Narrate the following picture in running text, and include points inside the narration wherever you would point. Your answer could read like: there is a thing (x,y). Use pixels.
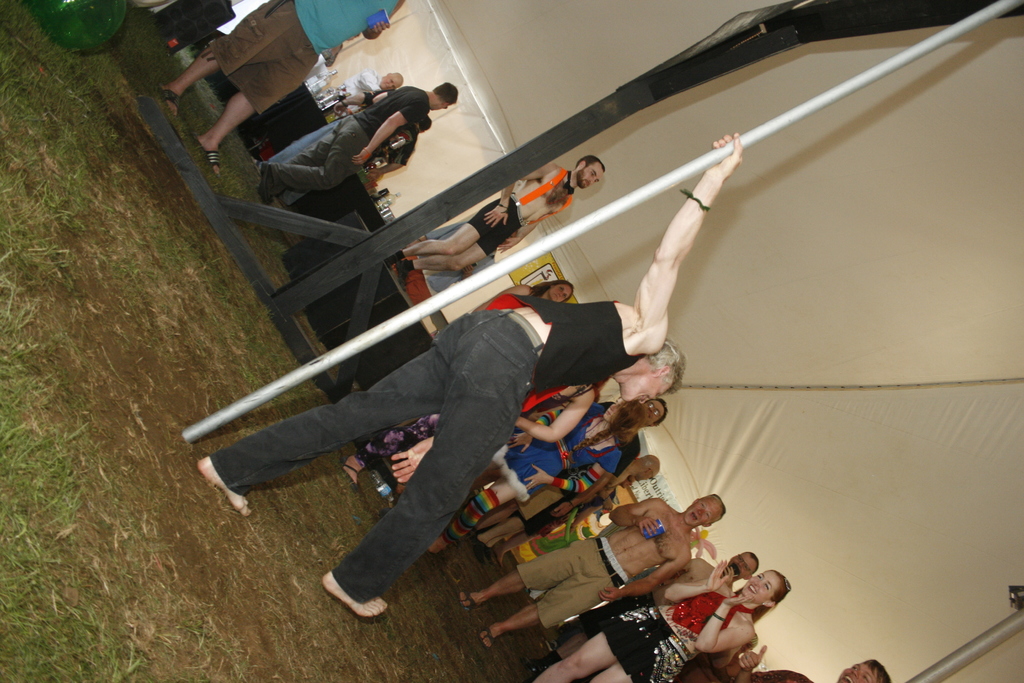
In this picture we can see a man (541,356) is dancing and holding a pole (451,291). Behind the man (435,356) there are groups of people (552,422) standing and another person (463,247) is standing on the table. Behind the people (263,46) there are tables (287,118) and other things (420,219).
